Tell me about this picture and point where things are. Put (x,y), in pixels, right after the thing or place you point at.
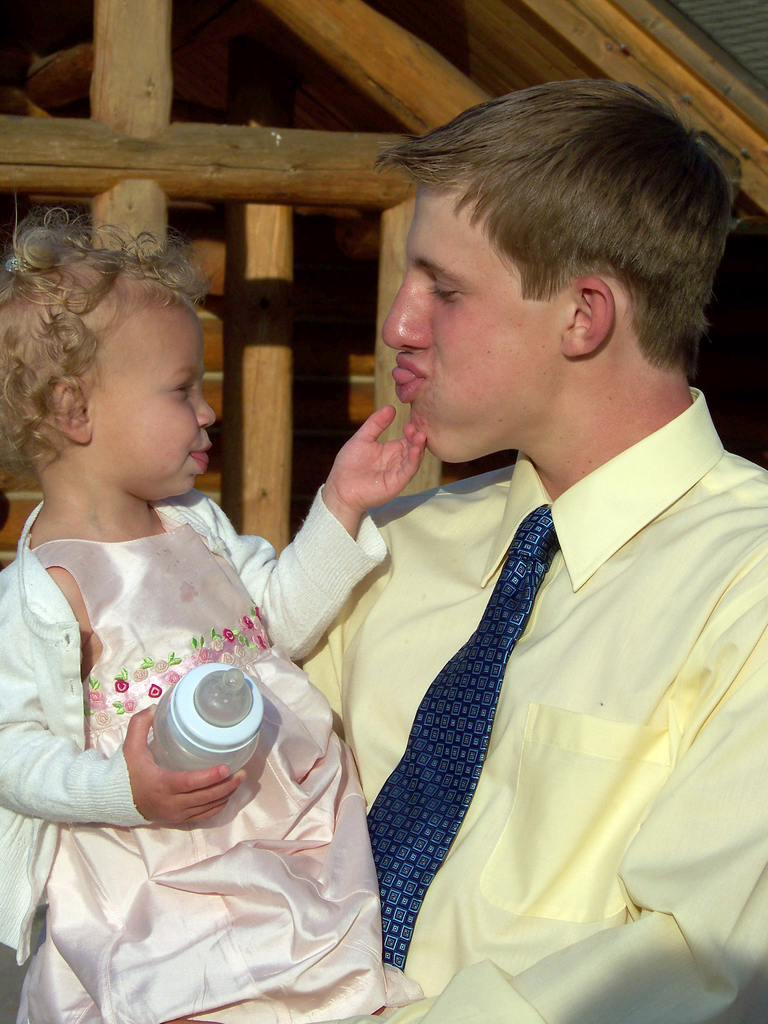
In the picture we can see a man (538,1000) holding a baby (269,987), and a baby (72,873) is holding a bottle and behind them we can see the wooden frames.
